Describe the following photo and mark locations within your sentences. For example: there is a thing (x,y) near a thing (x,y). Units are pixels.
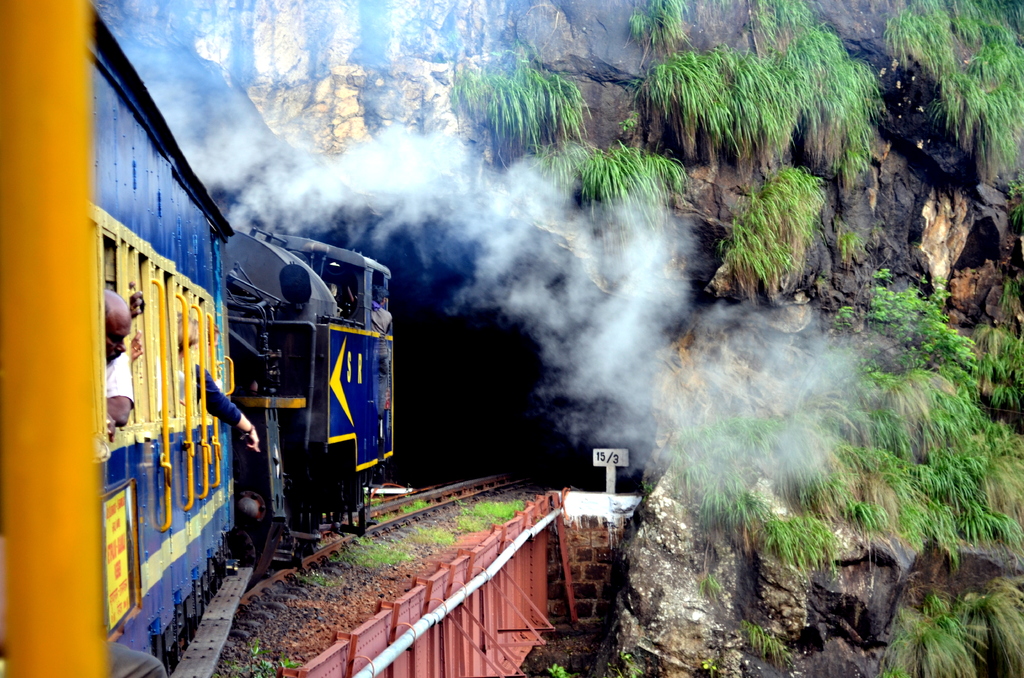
In this picture we can observe a train (342,467) on the railway track (399,516). We can observe smoke (389,193). The train (375,402) is moving into the tunnel (483,333). We can observe some grass (546,107) in this picture.
